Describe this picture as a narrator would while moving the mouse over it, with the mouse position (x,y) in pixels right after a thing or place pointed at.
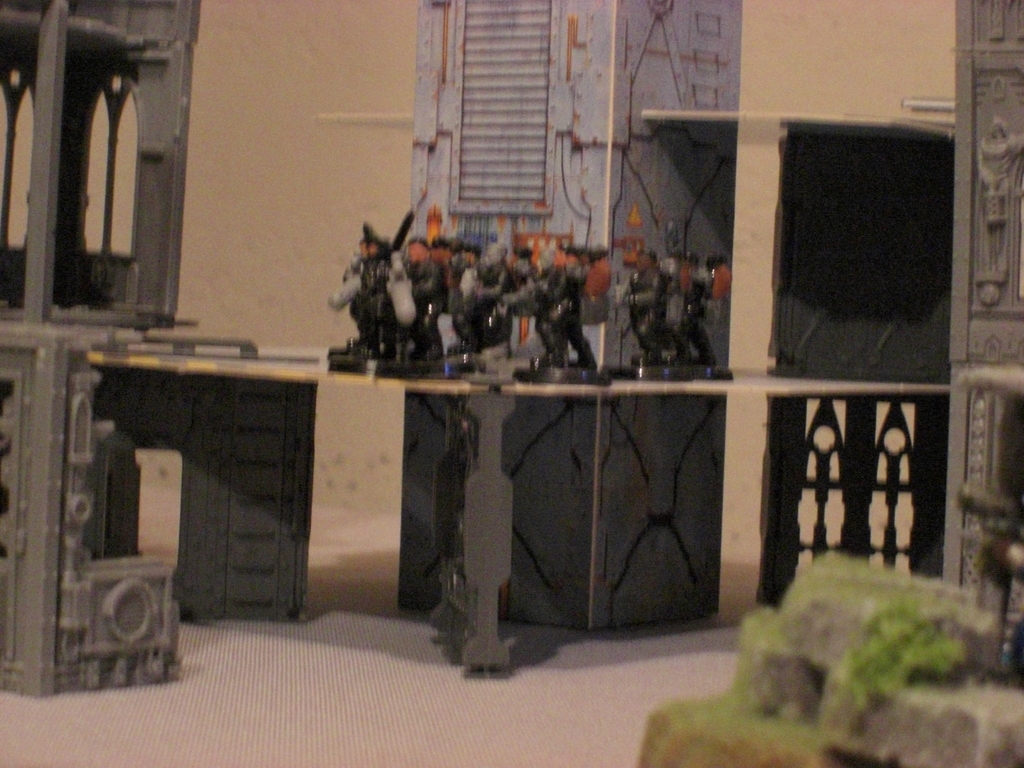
In this image there are few toys (443,292) are arranged on the table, there is some metal structures (137,600), a pillar (587,194) and the wall (807,66).
